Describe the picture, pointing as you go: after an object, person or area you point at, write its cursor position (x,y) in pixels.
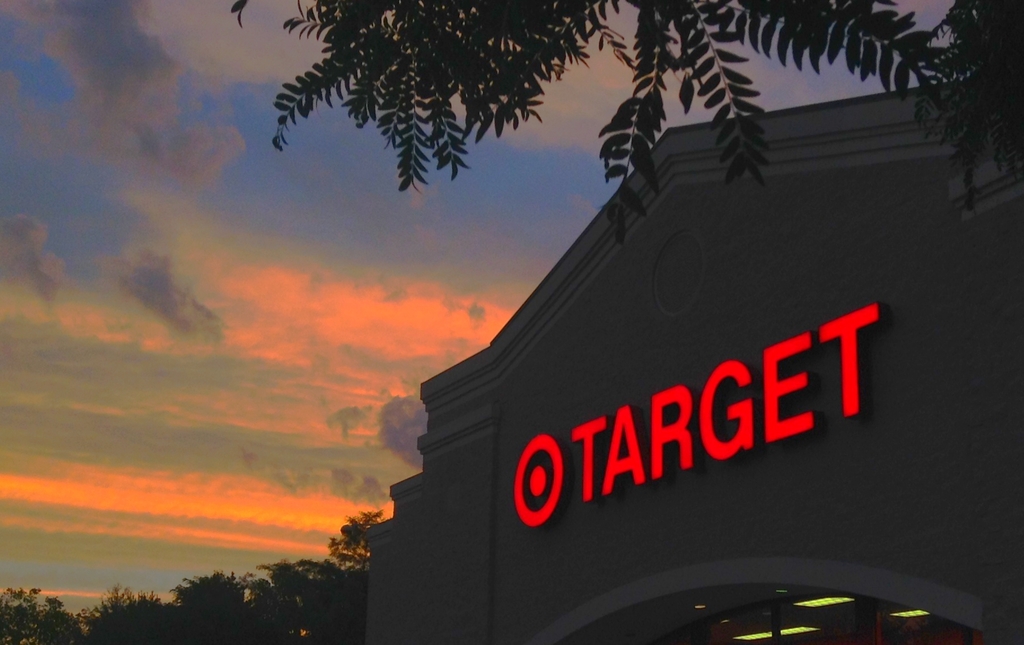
On the right side of this image (880,350) there is a building (636,299) and there are few red color letter blocks (585,457) attached the wall (643,349). In the background (267,601) there are many trees (201,606). At the top of the image (406,109) the leaves (561,61) are visible and also I can see the sky (294,225) and clouds (193,308).
